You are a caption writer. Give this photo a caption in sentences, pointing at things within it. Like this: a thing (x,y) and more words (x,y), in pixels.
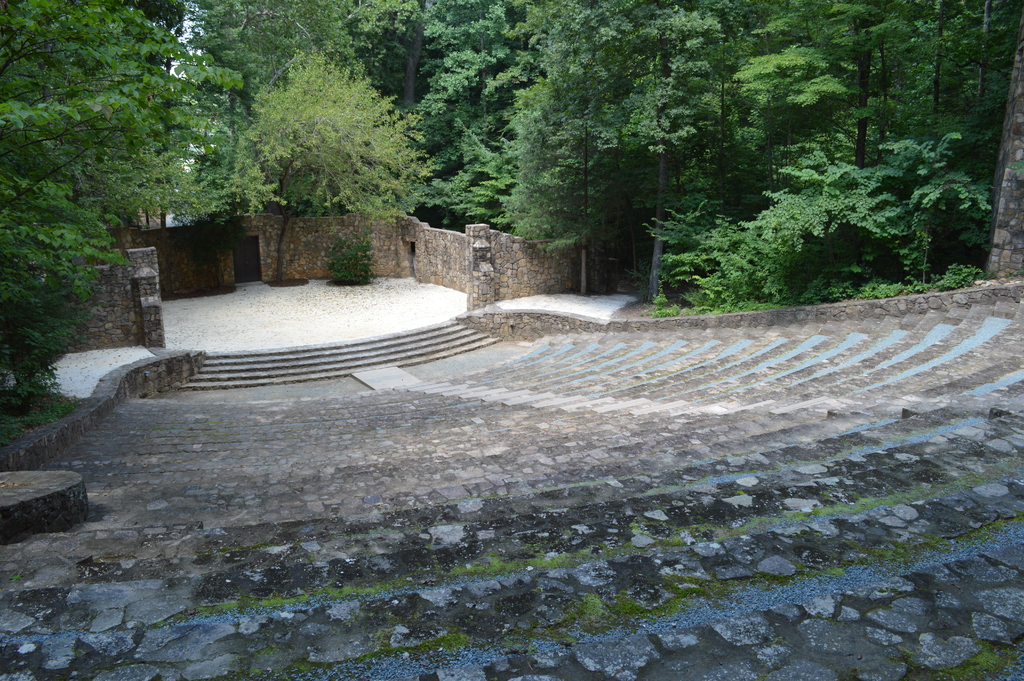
In this picture I can see trees (597,157) and I can see stairs (490,544).
